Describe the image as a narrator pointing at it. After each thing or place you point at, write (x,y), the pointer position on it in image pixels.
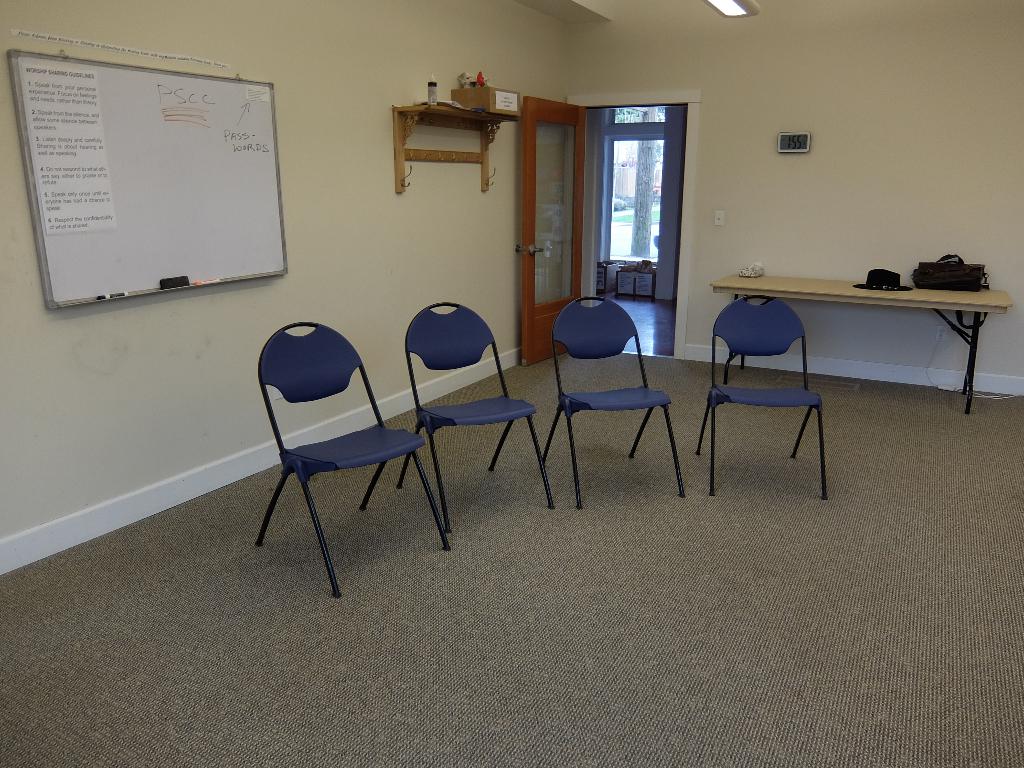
There are four chairs (284,461) on the floor (730,715). In the background (97,250) there is a board (135,202) with text (67,203) written on it on the wall (438,211), a carton box (488,103) and some other items (455,103) on a stand (394,144) attached to the wall (436,138), glass door (568,212), on the right (781,283) there is a bag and some other items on a table (811,296) on a floor (585,418). Through the glass door (552,217) we can see a tree (644,185) and a vehicle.
